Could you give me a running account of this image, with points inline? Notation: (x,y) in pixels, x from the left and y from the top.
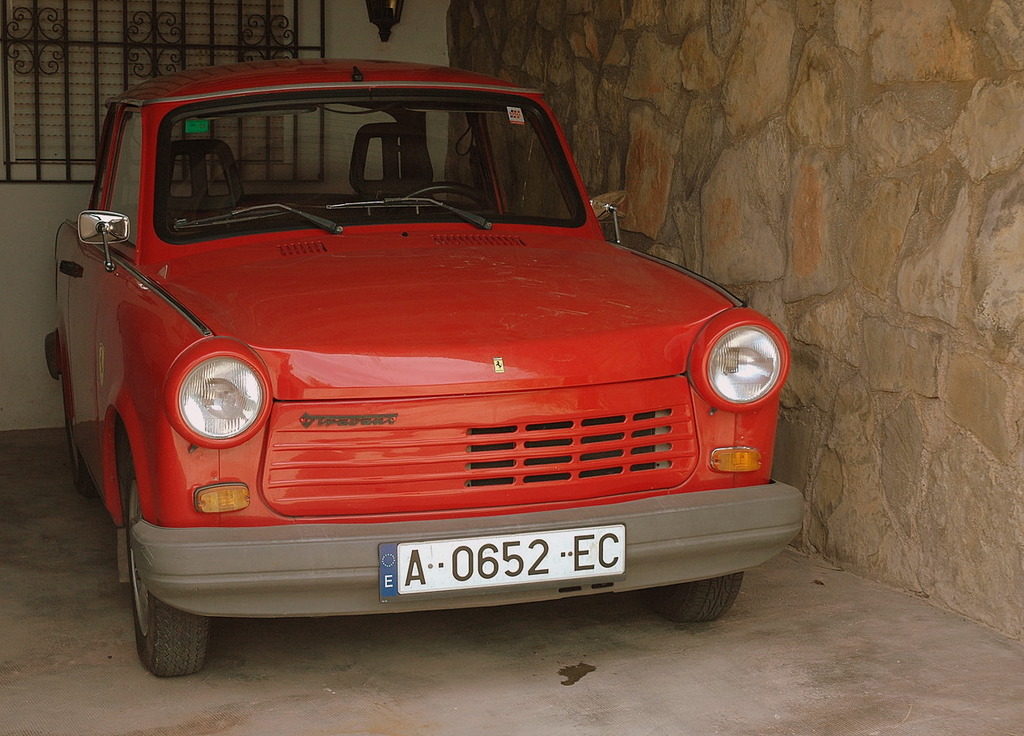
In this image we can see a car (632,454) which is placed on the surface (580,640). We can also see a street lamp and a metal grill (38,40) on a wall (33,214).
